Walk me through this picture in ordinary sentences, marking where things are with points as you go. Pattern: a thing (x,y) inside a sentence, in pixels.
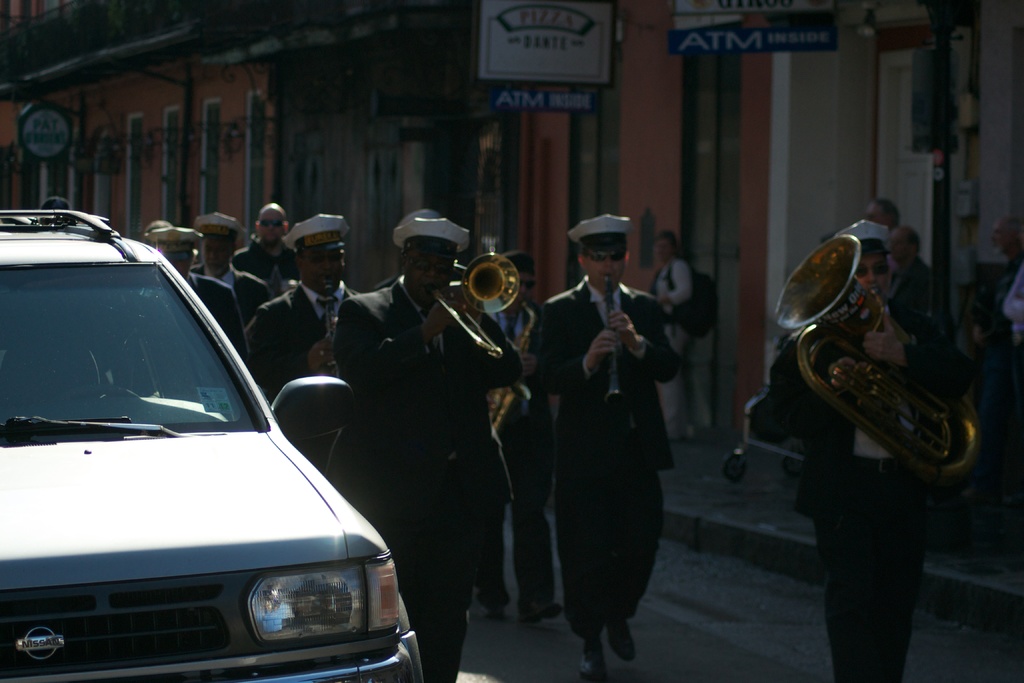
In this image, we can see people (269,322) wearing uniforms (636,289), caps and glasses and are holding musical instruments (510,290). In the background (391,85), there are some other people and we can see buildings (140,53), boards (499,65), houseplants (26,26) and there is a pole (933,151) and some posters (498,103) and there is a car (370,560) on the road (504,620).
